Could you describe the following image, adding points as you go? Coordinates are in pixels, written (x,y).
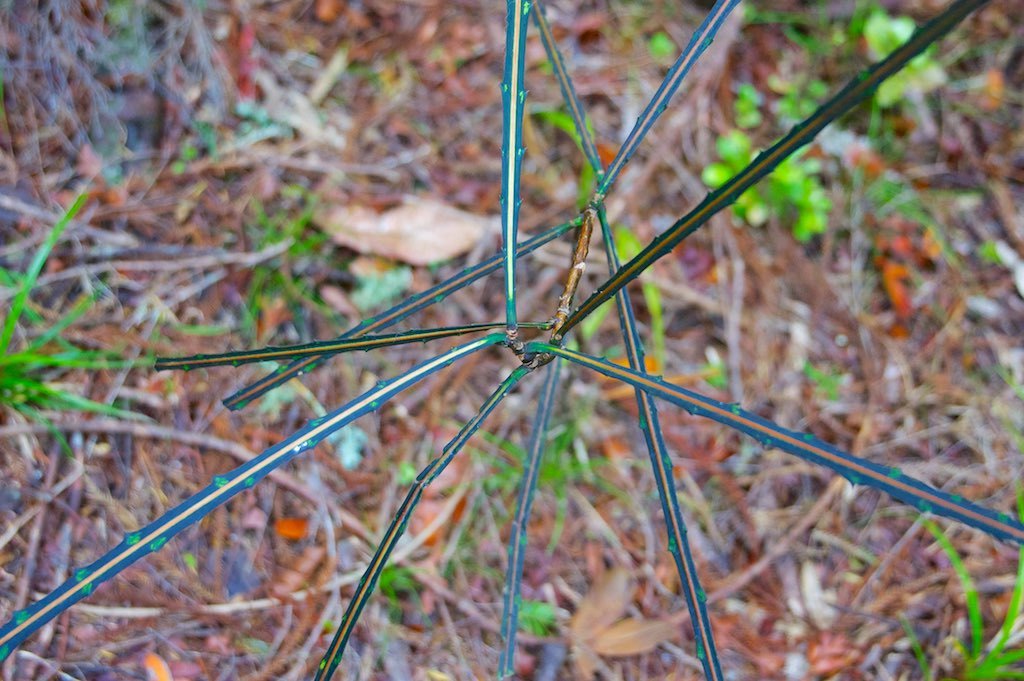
In this image I can see a plant (596,359) and there are dry leaves (267,625) on the ground (6,186).
